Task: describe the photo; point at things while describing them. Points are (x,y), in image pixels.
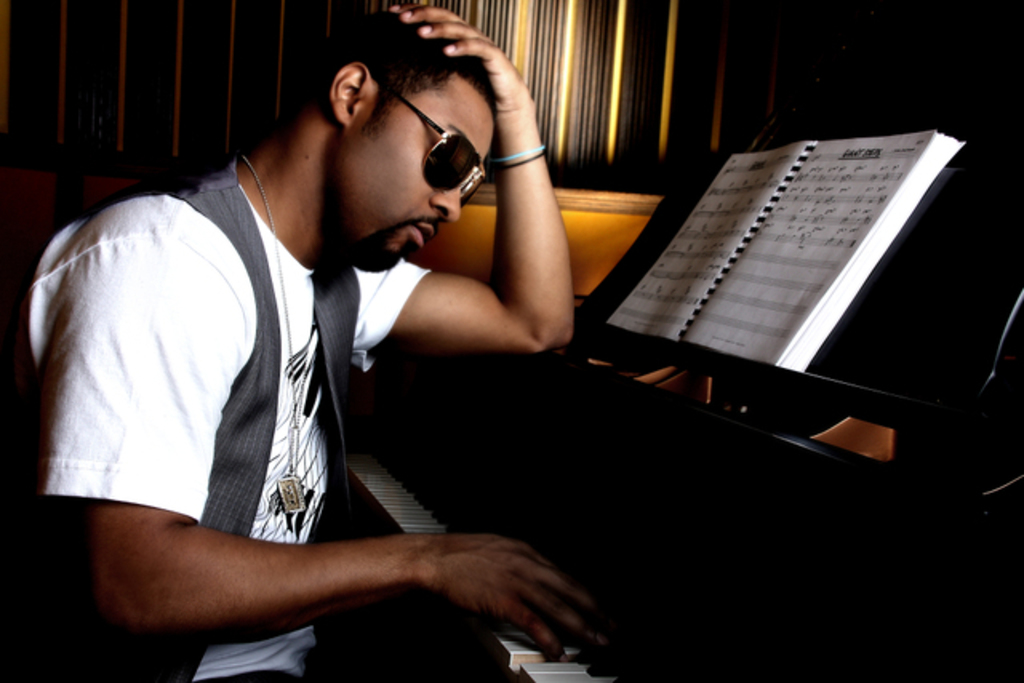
In this picture we can see a man (385,561) who is playing piano (436,488). He has spectacles (470,192) and this is the book (873,189).
